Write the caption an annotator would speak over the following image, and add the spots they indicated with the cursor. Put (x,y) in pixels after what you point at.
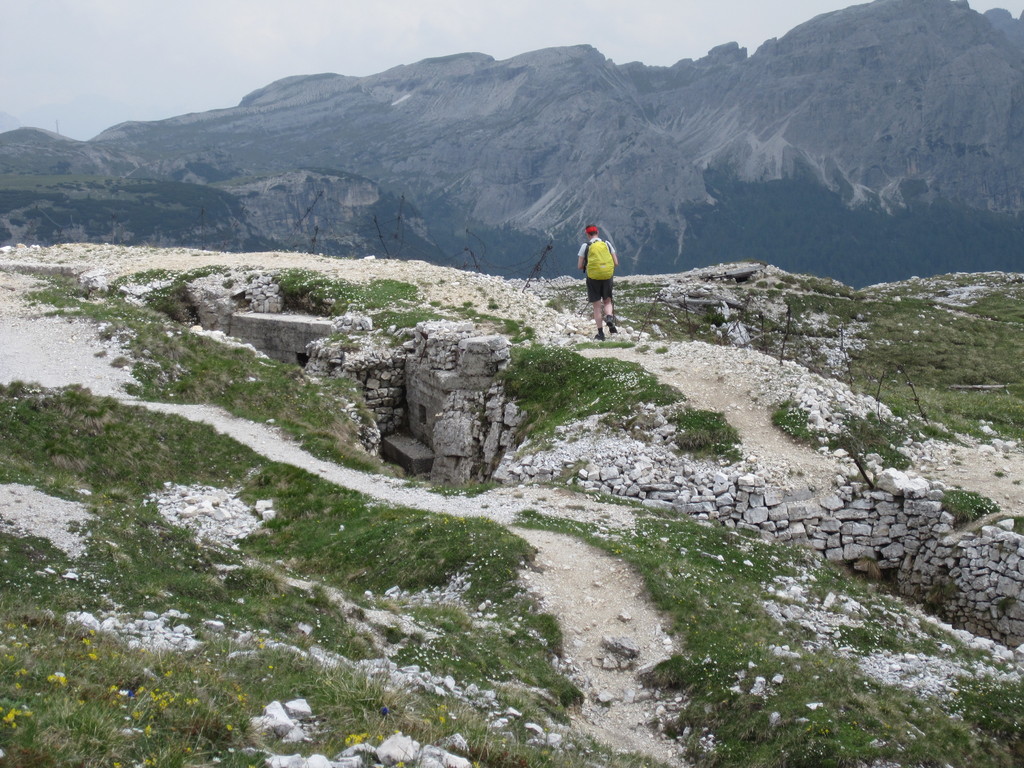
In the middle of this image (599,282), there is a person (595,228) wearing a cap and a bag (611,269) and walking on a path (626,355) of a hill (628,309), on which there are stones (209,317) and grass (472,551). In the background (1001,82), there are mountains (663,187) and there are clouds (107,33) in the sky (85,52).
